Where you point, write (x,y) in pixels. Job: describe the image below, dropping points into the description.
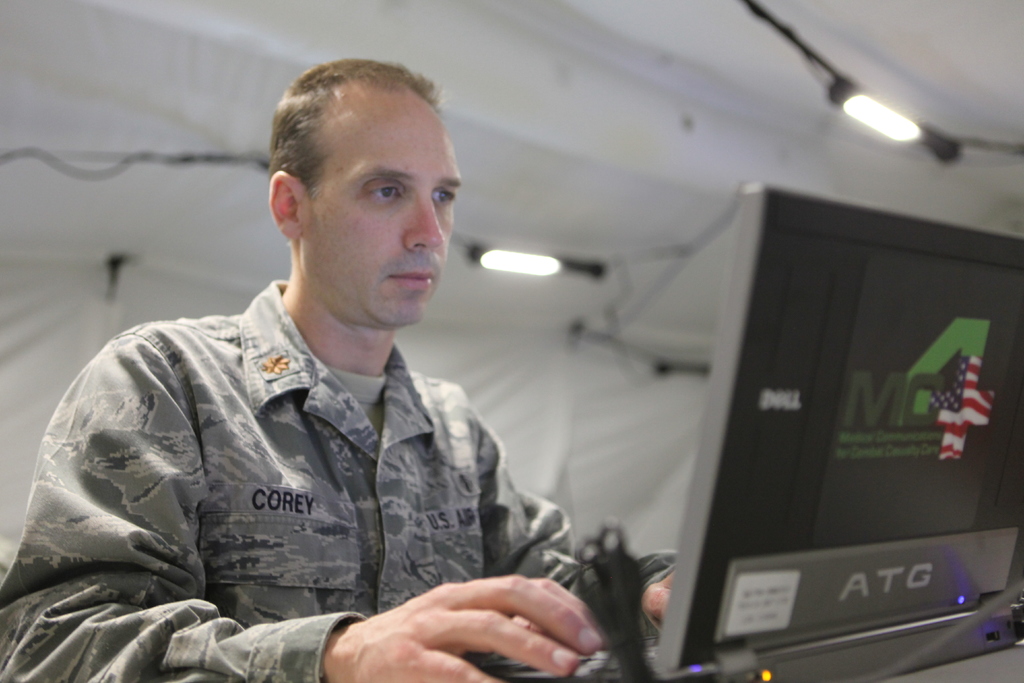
In this picture there is a man (359,527) who is wearing army uniform (416,510). He is doing some work with the laptop (701,651). On the table (1022,665) we can see laptop (844,659), cables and other objects (640,682). At the top (882,178) we can see the tube lights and roof (566,116) the tent (509,233).
